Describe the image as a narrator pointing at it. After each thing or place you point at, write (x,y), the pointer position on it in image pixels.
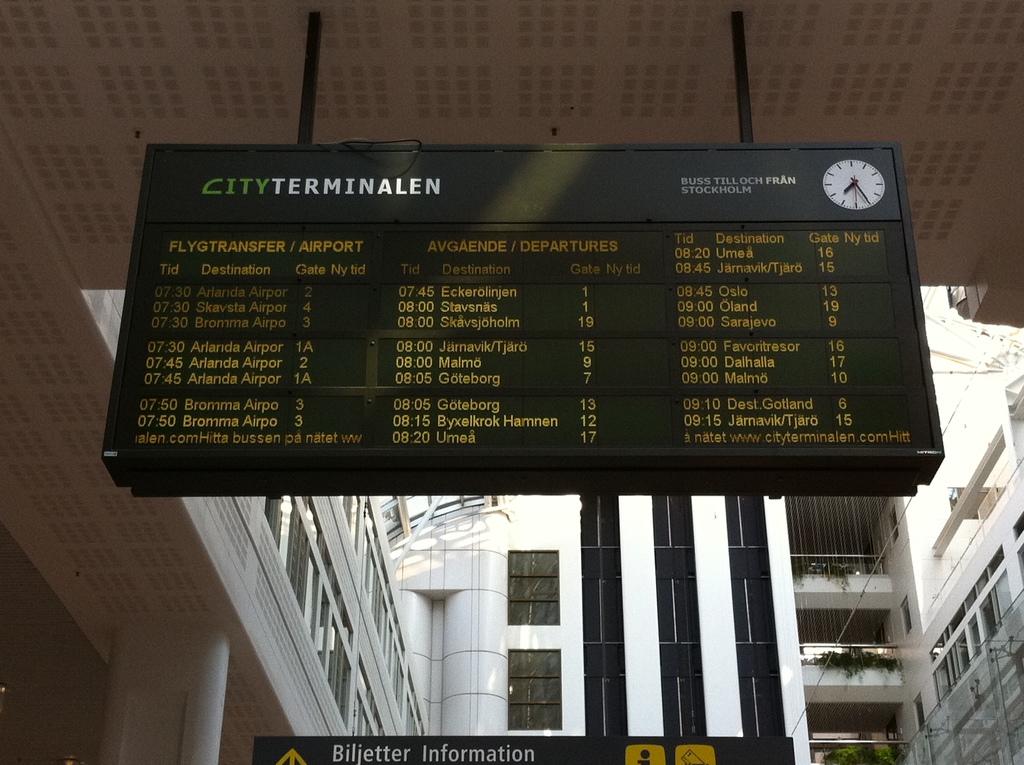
In this picture we can observe a black color display board (372,356) hanged to the ceiling (287,129). We can observe yellow color words (408,350) on this board (392,315). In the background (470,568) we can observe a white color building (573,579).
